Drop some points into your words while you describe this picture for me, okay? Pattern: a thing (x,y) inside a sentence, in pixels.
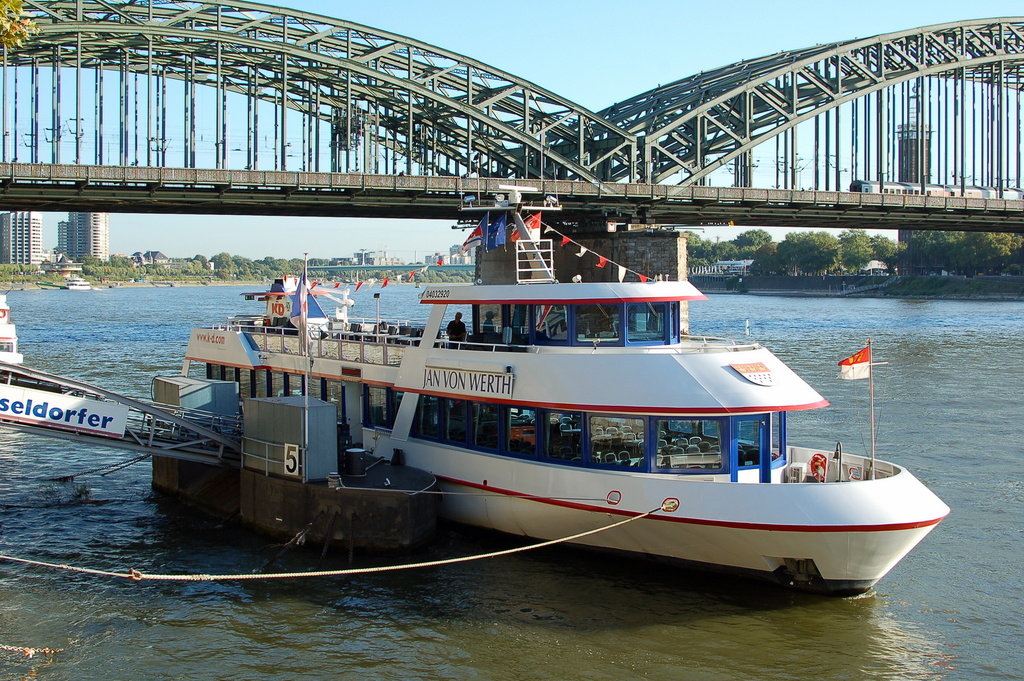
In this image we can see a watercraft (681,376). There is some text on an object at the left side of the image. A person (458,329) is standing on the watercraft (518,319). There is a flag (861,357) in the image. There is a bridge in the image. We can see the sky (312,255) in the image. We can see the river (877,381) in the image. There are few buildings (61,237) in the image. There are many trees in the image.
